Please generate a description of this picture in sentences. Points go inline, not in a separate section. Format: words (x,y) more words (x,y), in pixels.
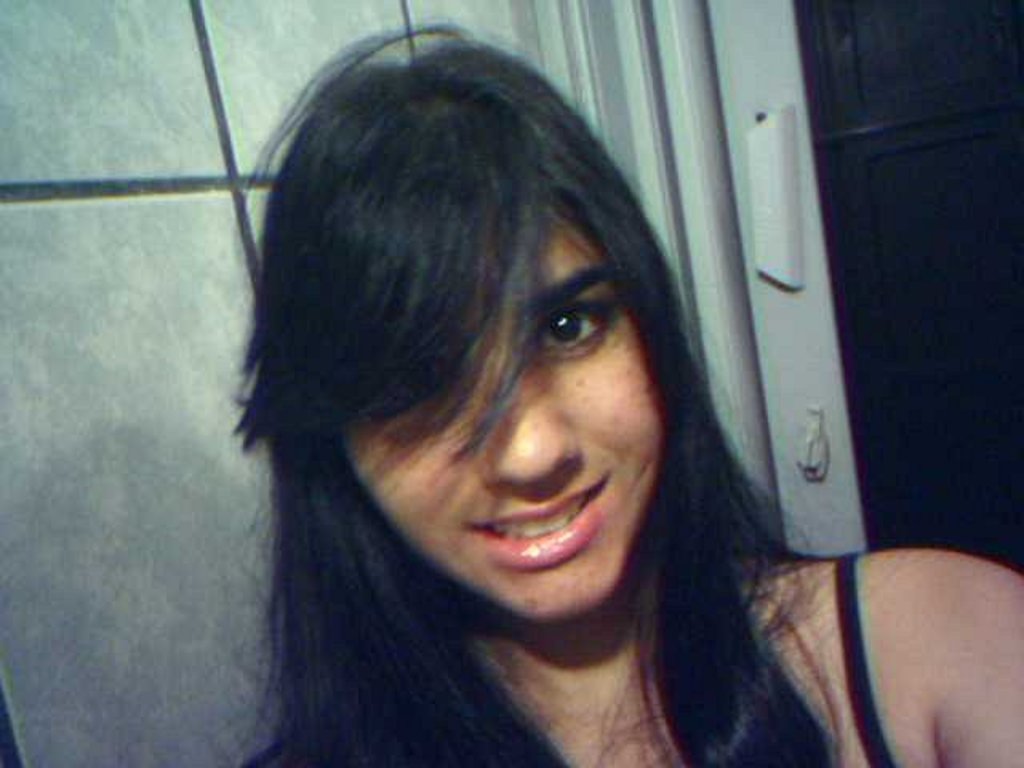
In this image I can see the person (422,754). In the background (850,317) I can see the door (935,242) and the wall (168,266) is in gray color.
